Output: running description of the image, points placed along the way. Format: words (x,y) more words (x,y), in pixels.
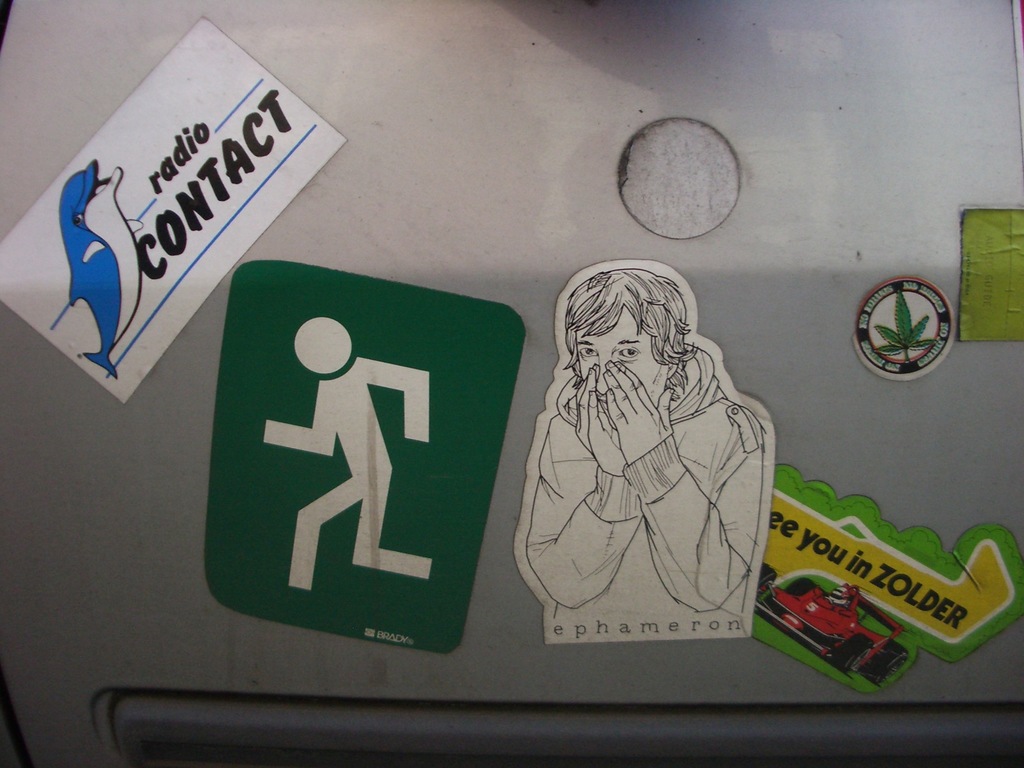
In the image there are stickers (700,216) on the wall (621,75).
